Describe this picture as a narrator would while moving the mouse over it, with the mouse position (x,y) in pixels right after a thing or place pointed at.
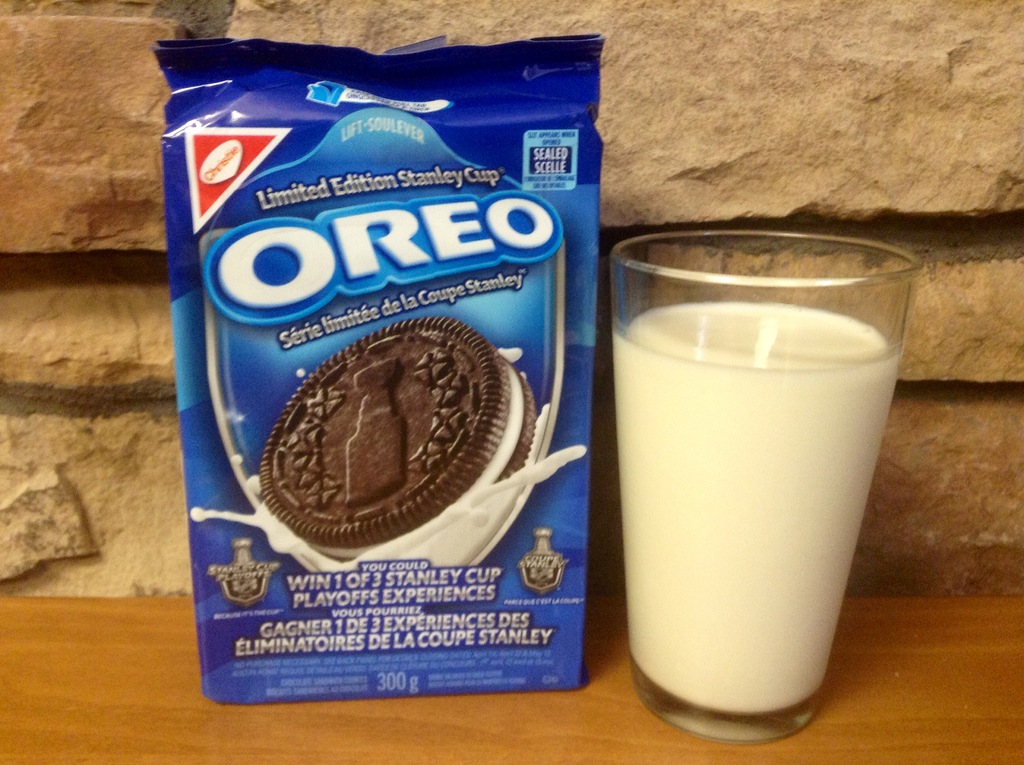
In this picture I can see a milk (724,584) in a glass (739,532). I can also see a blue color packet (345,452) on which I can see a picture of biscuit (320,438) and some names (371,314) on it. These objects (544,472) are on a wooden surface (627,706).
